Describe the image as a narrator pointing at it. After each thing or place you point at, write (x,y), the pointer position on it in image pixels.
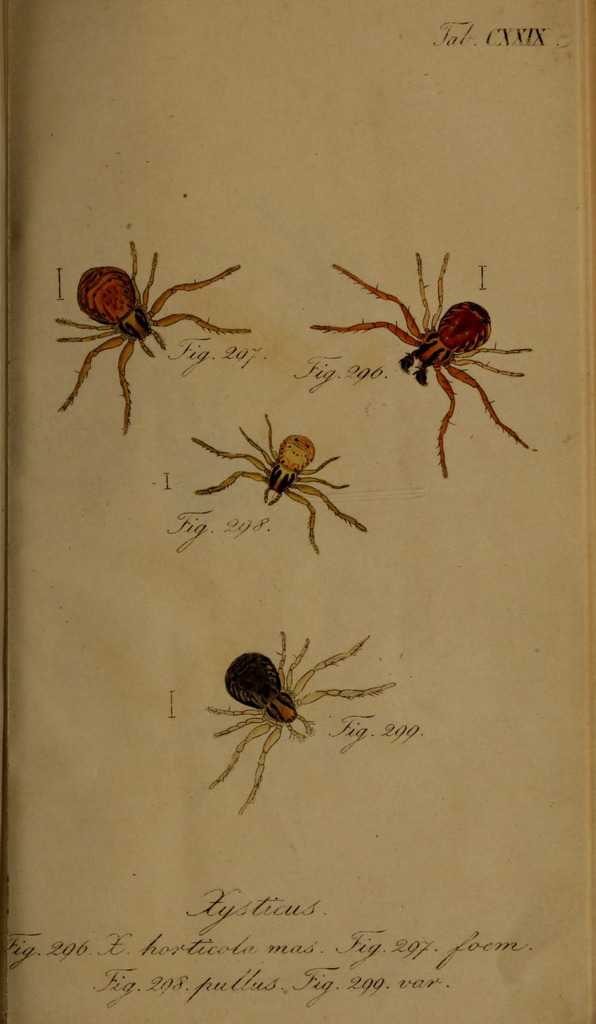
In the image we can see a paper (259,208), on it there are diagrams (291,494) of insects (299,501) and there is even a text (169,989) on the paper (233,971).
